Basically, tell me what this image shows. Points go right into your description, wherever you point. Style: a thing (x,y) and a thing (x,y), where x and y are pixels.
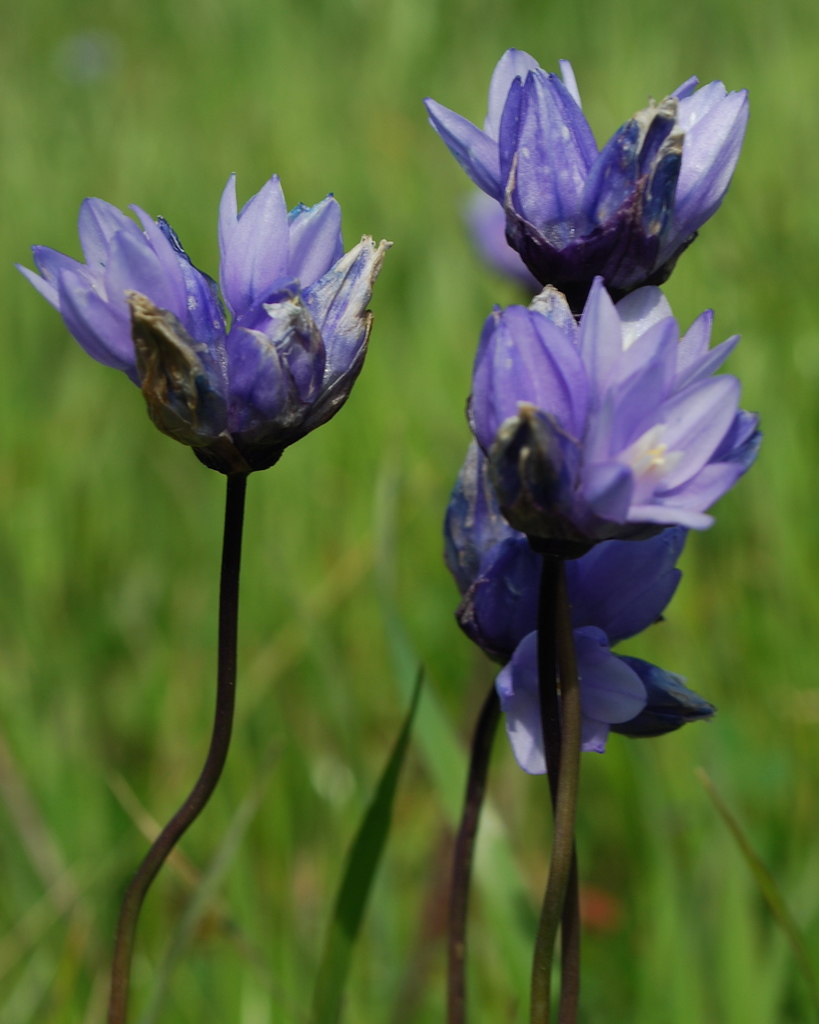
In this picture, we see the flowers (616,539) in violet color. At the bottom (322,768), we see the grass (291,823). In the background (752,209), it is in green color and this picture is blurred in the background (332,513).
